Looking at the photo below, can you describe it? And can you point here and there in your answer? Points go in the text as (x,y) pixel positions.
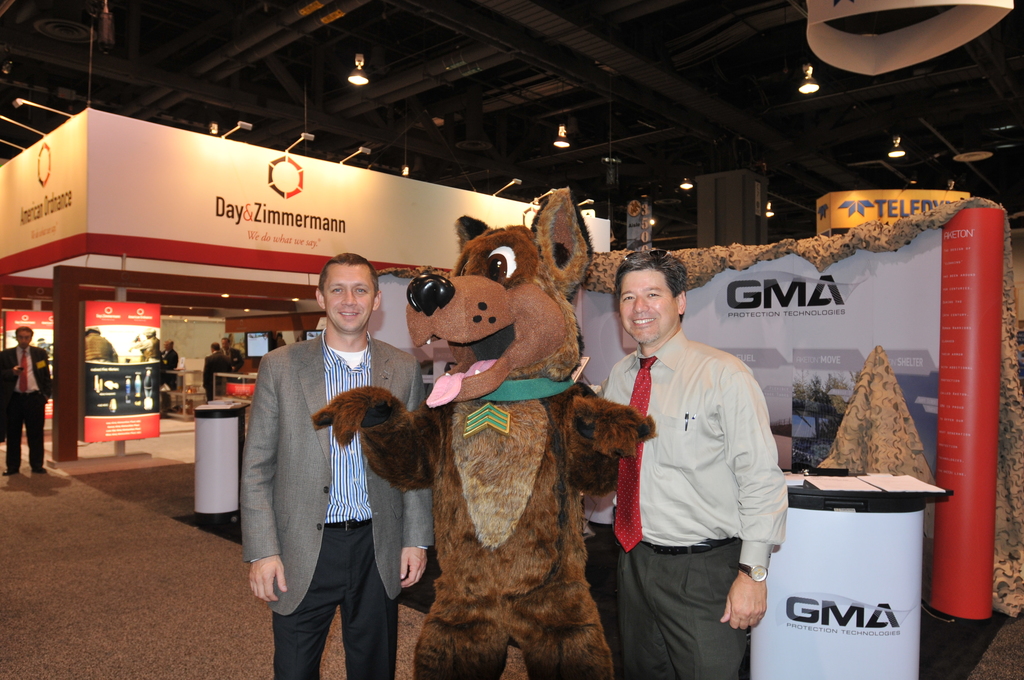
In this picture there are few persons (333,504) standing and there is a toy (535,433) in between them and there is a table (817,491) behind them which has few papers (832,480) on it and there are few banners (392,214) and lights (505,189) in the background (517,179) and there are few persons (42,362) standing in the left corner (27,366).
